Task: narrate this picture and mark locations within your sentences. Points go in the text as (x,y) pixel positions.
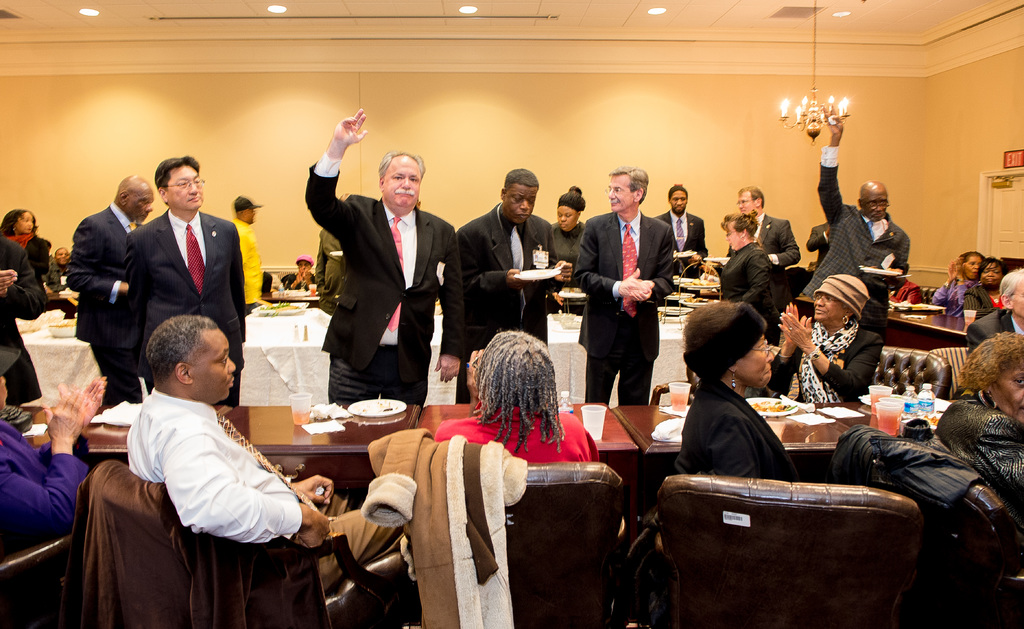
In this image we can see people (833,356) sitting on the chairs (541,545), and some people (194,245) are standing as we can see in the middle of this image (581,307). We can see plates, glasses (877,405) and bottles (910,403) are kept on the tables (418,416). There is a wall (667,159) in the background (648,164). We can see lights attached to the roof (62,14).
